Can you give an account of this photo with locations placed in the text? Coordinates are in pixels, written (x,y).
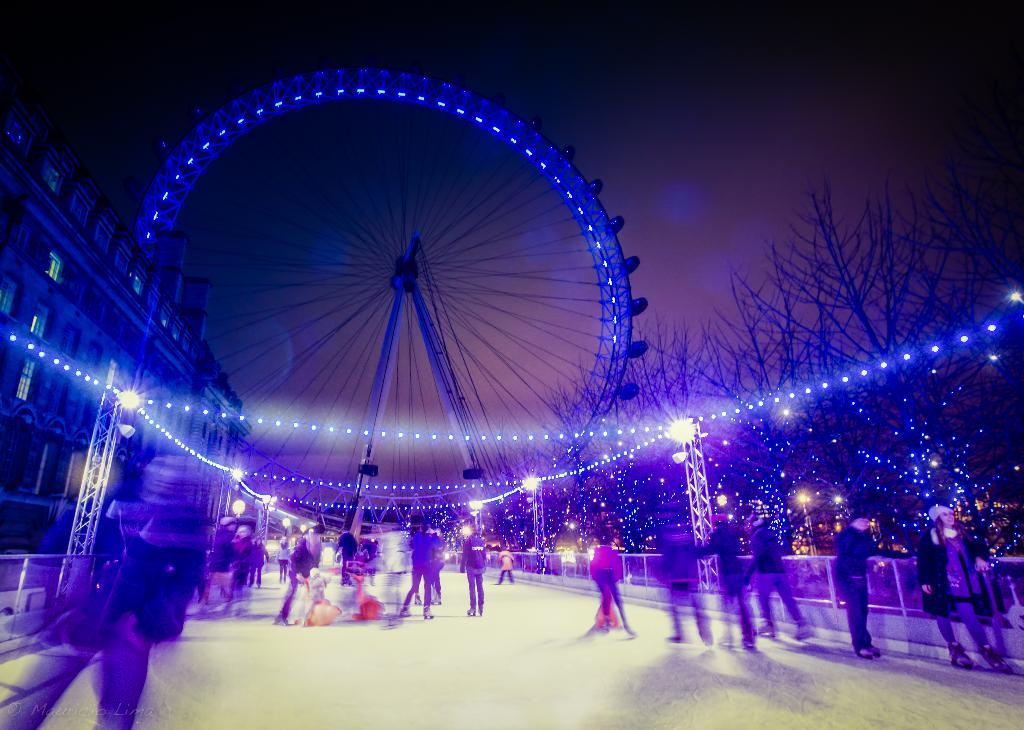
In the background (757,96) we can see the sky (757,96). In this picture we can see a building (63,330), windows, lights (126,392), beams (113,392), bare trees (839,403). We can see the bare trees (807,489) are decorated with the lights (541,478). We can see the people (855,594), railings (900,588), giant wheel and few objects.
